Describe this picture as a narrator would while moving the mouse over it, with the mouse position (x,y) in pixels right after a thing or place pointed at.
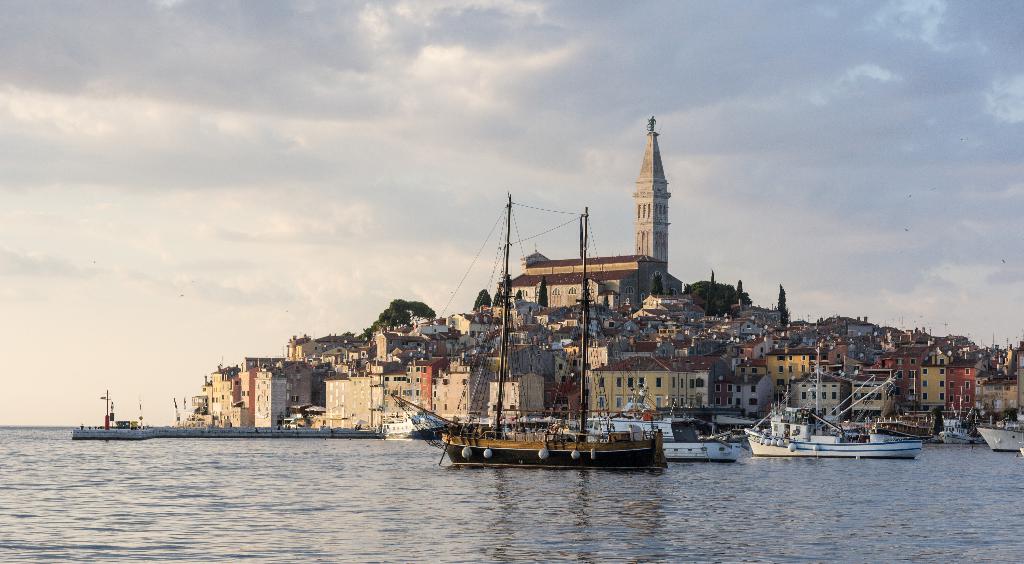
In this image few boats (782,448) are sailing on the water (447,458). There are few buildings (801,404), trees (781,301) and a tower (659,224) are on the land (635,318). Top of image (637,146) there is sky (716,163).
